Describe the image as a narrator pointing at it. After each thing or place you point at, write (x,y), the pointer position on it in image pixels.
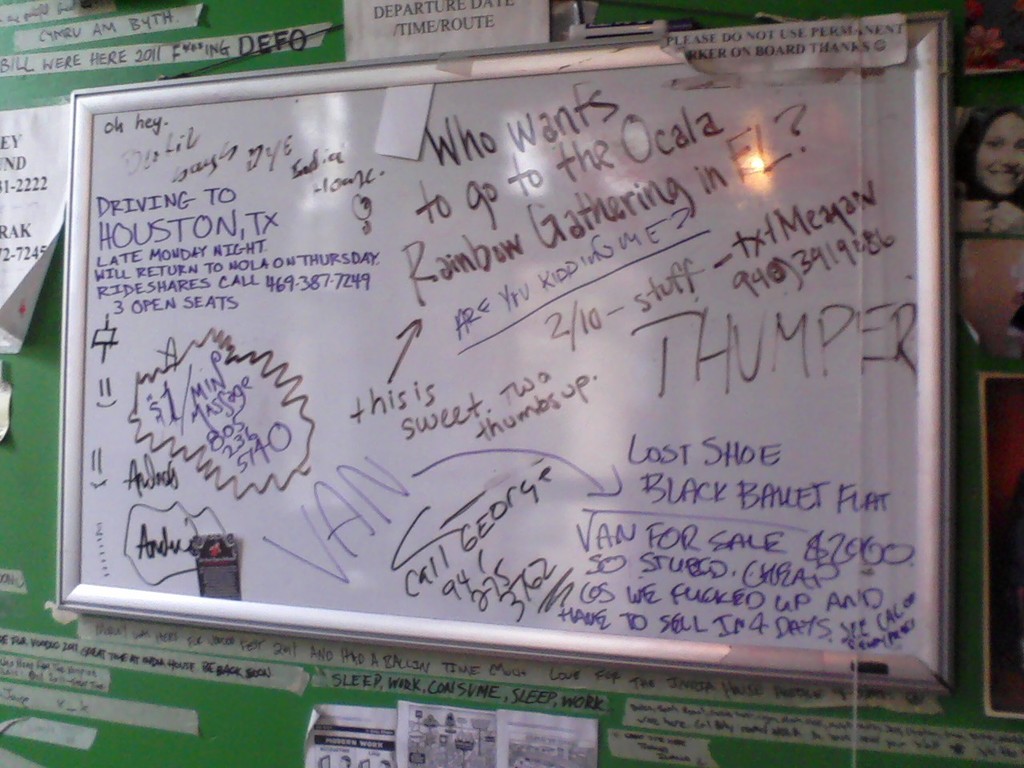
There is a board (376,285) with something written on that. In the back (41,419) there is a green wall (323,693) with posters (32,147). On the right side (999,149) there is an image (989,163) of a lady (987,175).
